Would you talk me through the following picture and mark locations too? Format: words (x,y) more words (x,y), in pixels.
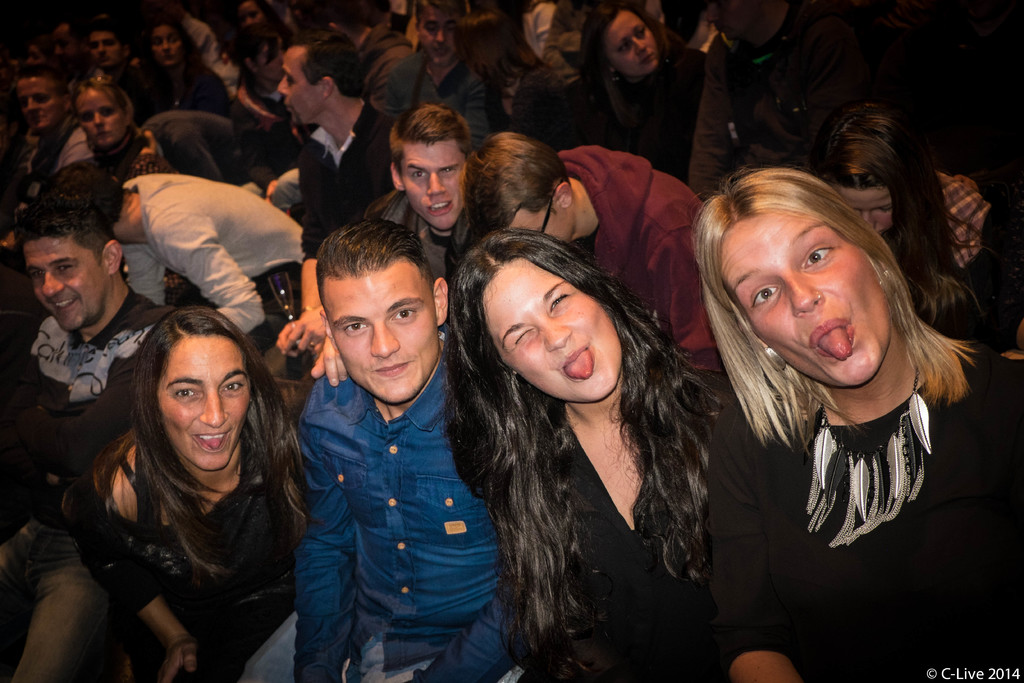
Here we see group of people (268,173) with a smile (221,450) on their faces (384,300) and two women (825,203) putting their tongue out from their mouth (566,376).
